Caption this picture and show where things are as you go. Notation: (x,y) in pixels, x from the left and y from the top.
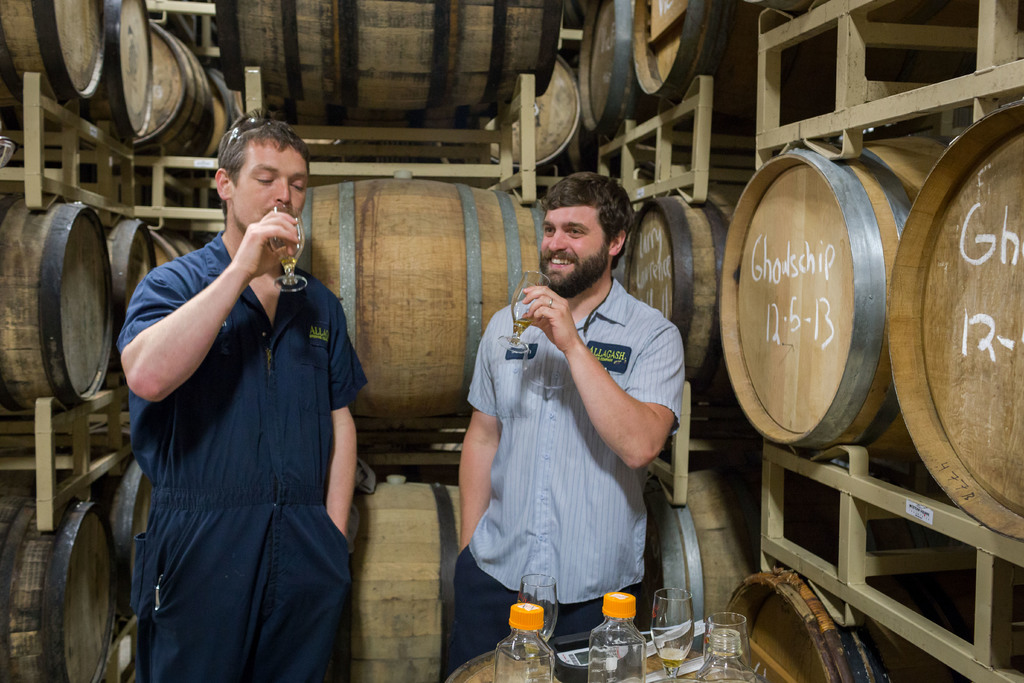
In this picture I can observe two men (330,338) holding glasses (525,286) in their hands (536,313). One of them is smiling. In the bottom of the picture (519,680) I can observe a table (559,652) on which bottles (591,646) and glasses (674,667) are placed. In the background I can observe barrels (399,222).
